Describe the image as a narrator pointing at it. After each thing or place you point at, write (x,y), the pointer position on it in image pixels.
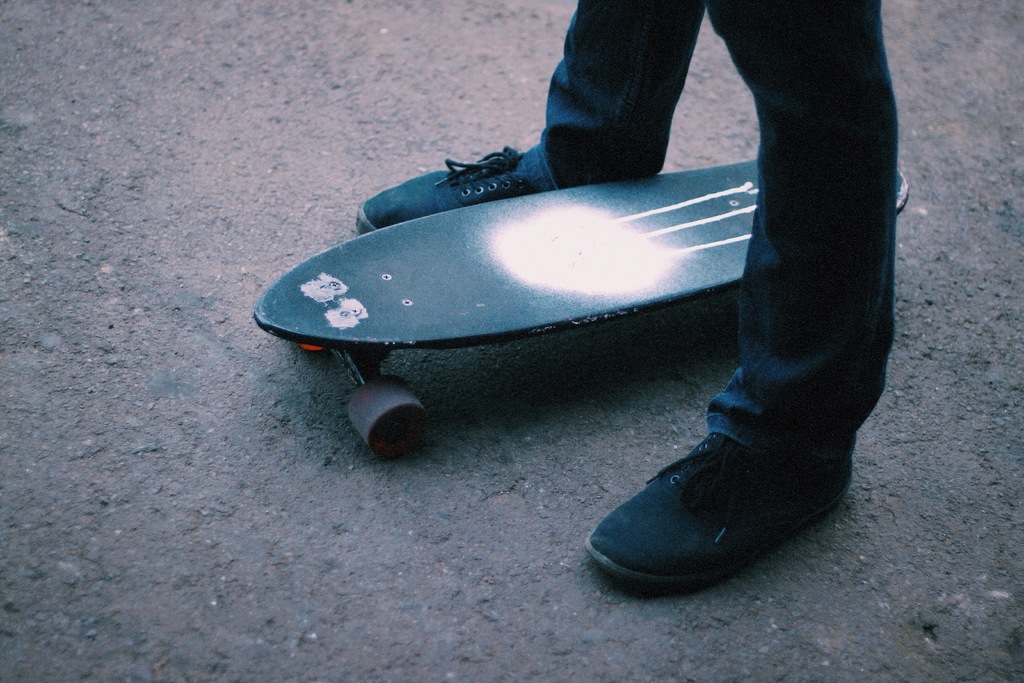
A person (777,343) is standing, she wore trouser (789,305), shoes (649,512). In the middle (415,241) there is a skateboard (527,326).
